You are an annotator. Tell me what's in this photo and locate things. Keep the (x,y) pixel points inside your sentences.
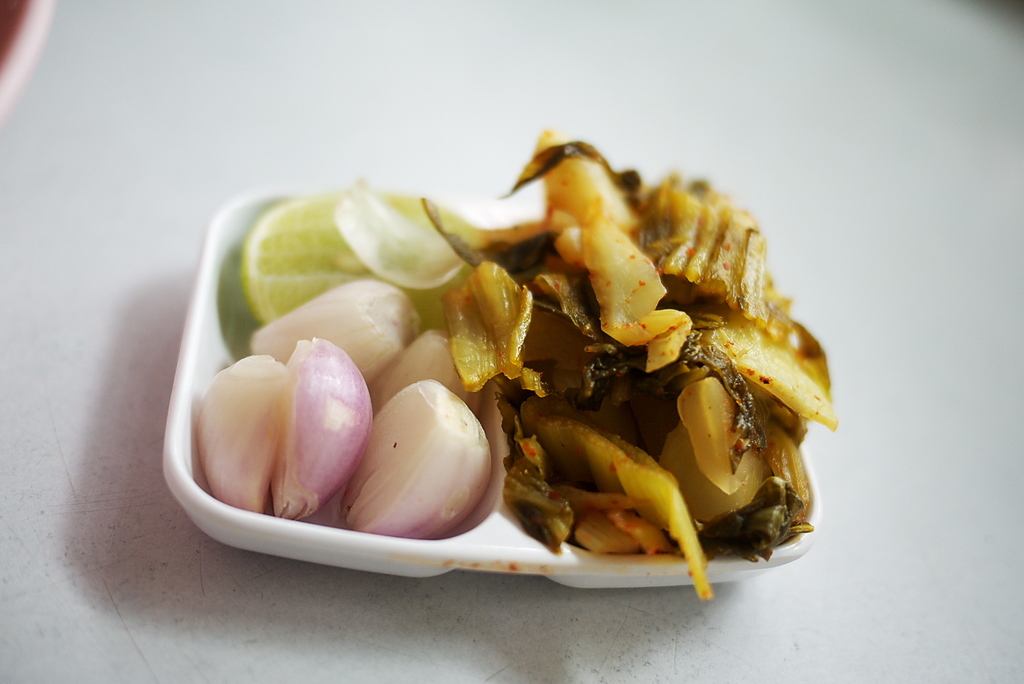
In this picture we can see a table (229,664). On the table (971,397) we can see a bowl (507,223) which contains lemon slices (314,245), onions (389,209) and food (626,270).
